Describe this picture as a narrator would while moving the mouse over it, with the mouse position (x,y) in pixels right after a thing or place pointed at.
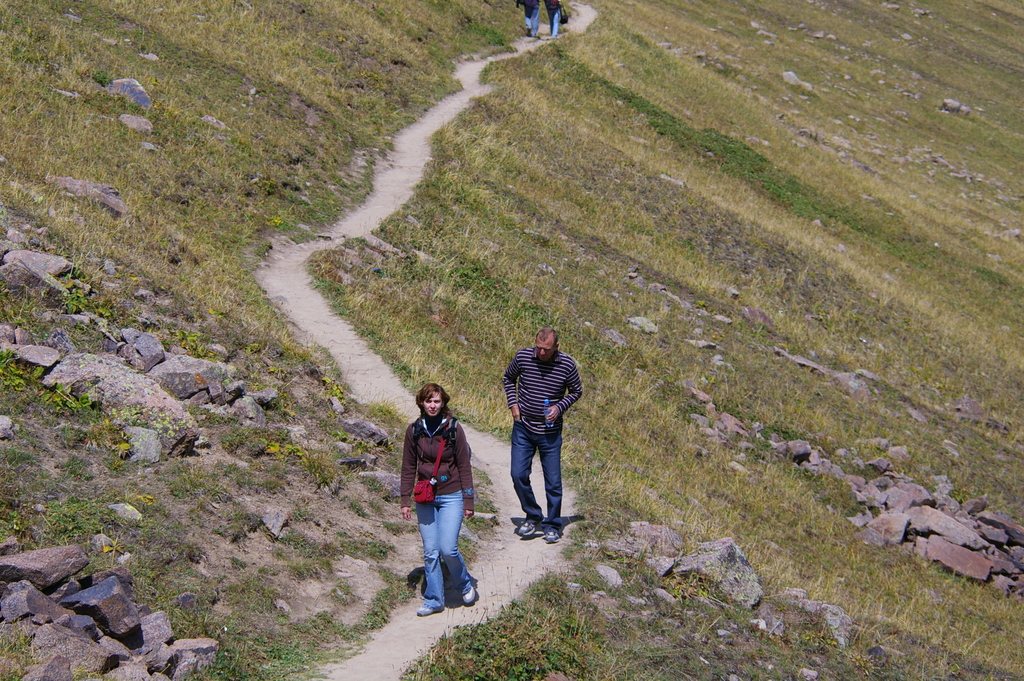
In the center of the image (437,434) we can see a lady (429,446) is walking and wearing a bag (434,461). And a man (547,391) is walking and holding a bottle (548,399) in his hand (552,413). In the background of the image (187,367) we can see some rocks (644,324), grass (595,334). At the top of the image (528,1) two persons (526,23) are walking. In the middle of the image (381,376) there is a road (372,377).
